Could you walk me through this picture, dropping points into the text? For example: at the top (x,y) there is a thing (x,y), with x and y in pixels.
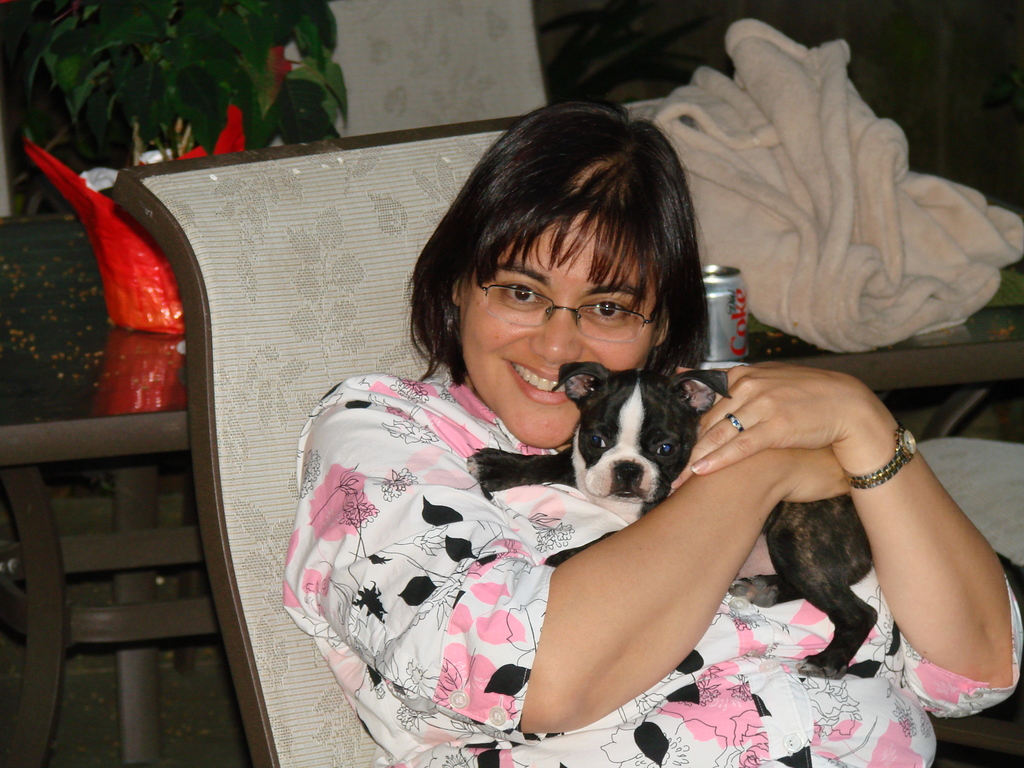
This image consists of a woman (417,636) who is sitting in a chair (290,624). She is holding a dog (812,542) in her hands (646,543). The dog (645,430) is in black color. She is having specs (618,319). Behind her on the right side (821,237) top corner there is a towel (833,221) and on the left side (181,121) top corner there is a plant (280,131) on the table (134,385).
